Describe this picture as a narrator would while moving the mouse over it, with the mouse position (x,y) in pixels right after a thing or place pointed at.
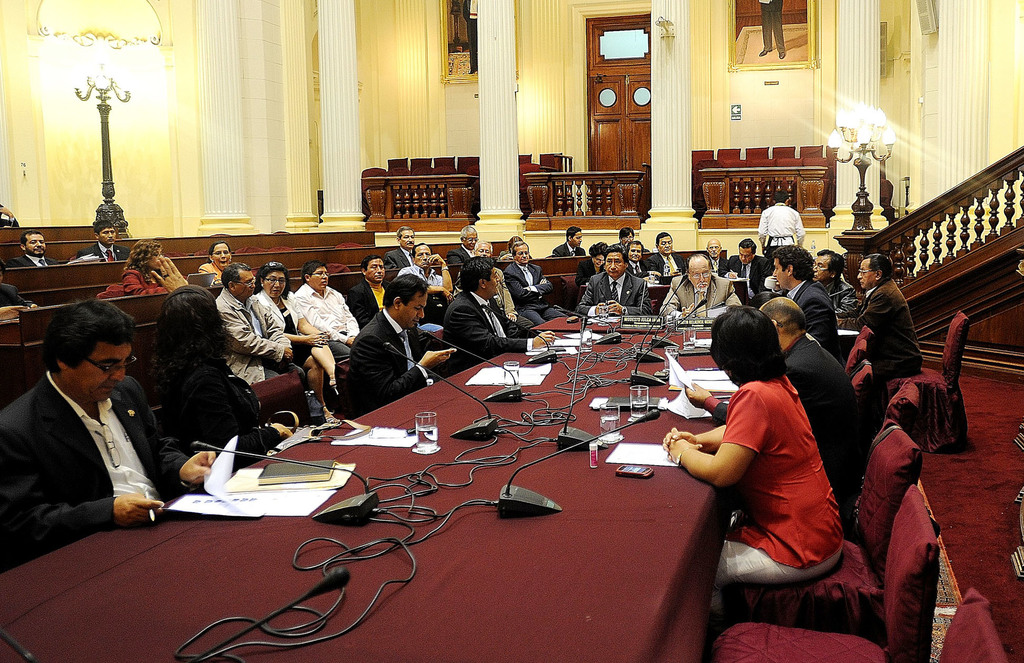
In the image we can see there are many people (750,304) wearing clothes (232,337) and some of them are wearing spectacles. The people (131,376) are sitting on the chair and one person (778,213) is standing. There is a table (583,568) on the table (563,559) there are many glasses (602,409), papers (629,448), microphones (387,345), book (310,475) and this is a smart phone (632,475). This is a floor (984,508), light (869,140), fence (718,173), door (628,160), frame (774,32) and there are many chairs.
